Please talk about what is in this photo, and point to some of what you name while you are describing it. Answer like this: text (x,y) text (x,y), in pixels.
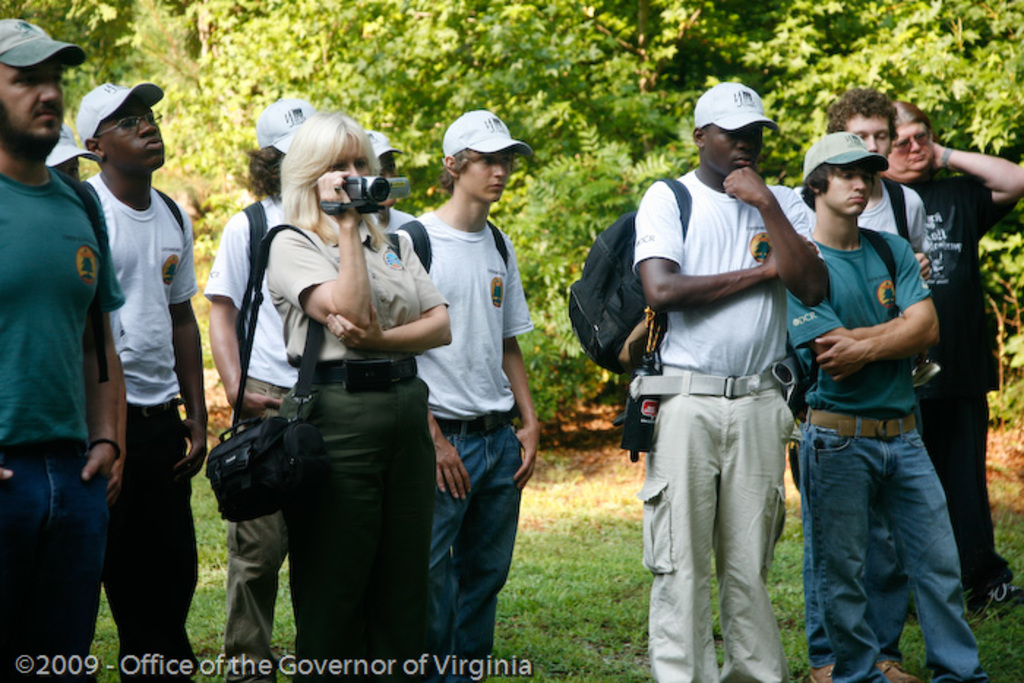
In this image there are a group of people (806,225) standing and some of them are wearing caps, and one woman (309,182) is holding a camera (360,176) and wearing a bag (273,426). At the bottom (600,599) there is grass (561,602) and at the bottom of the image (147,656) there is text (189,662) and in the background (495,102) there are some trees (644,76).
